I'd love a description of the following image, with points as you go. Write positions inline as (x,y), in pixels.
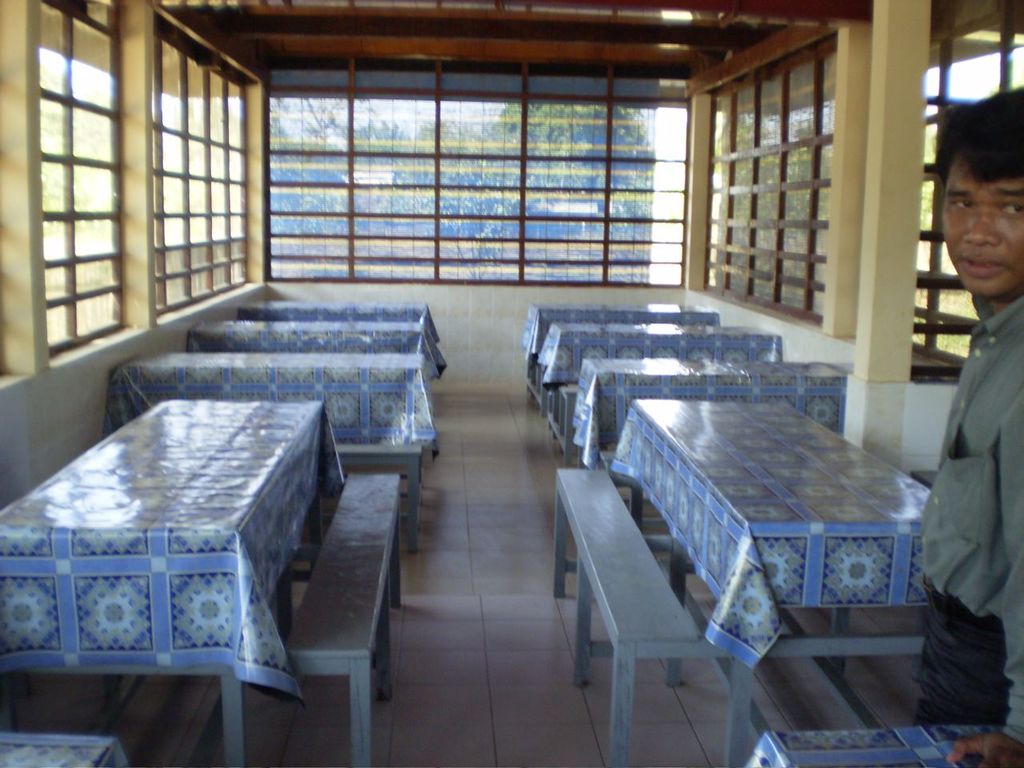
In this picture we can see the inside view of a room (469,338). These are the tables (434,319) and there is a cover (220,557) on the table (184,579). Here we can see a person (987,495) standing beside the table (934,741). And this is the floor (515,606).
